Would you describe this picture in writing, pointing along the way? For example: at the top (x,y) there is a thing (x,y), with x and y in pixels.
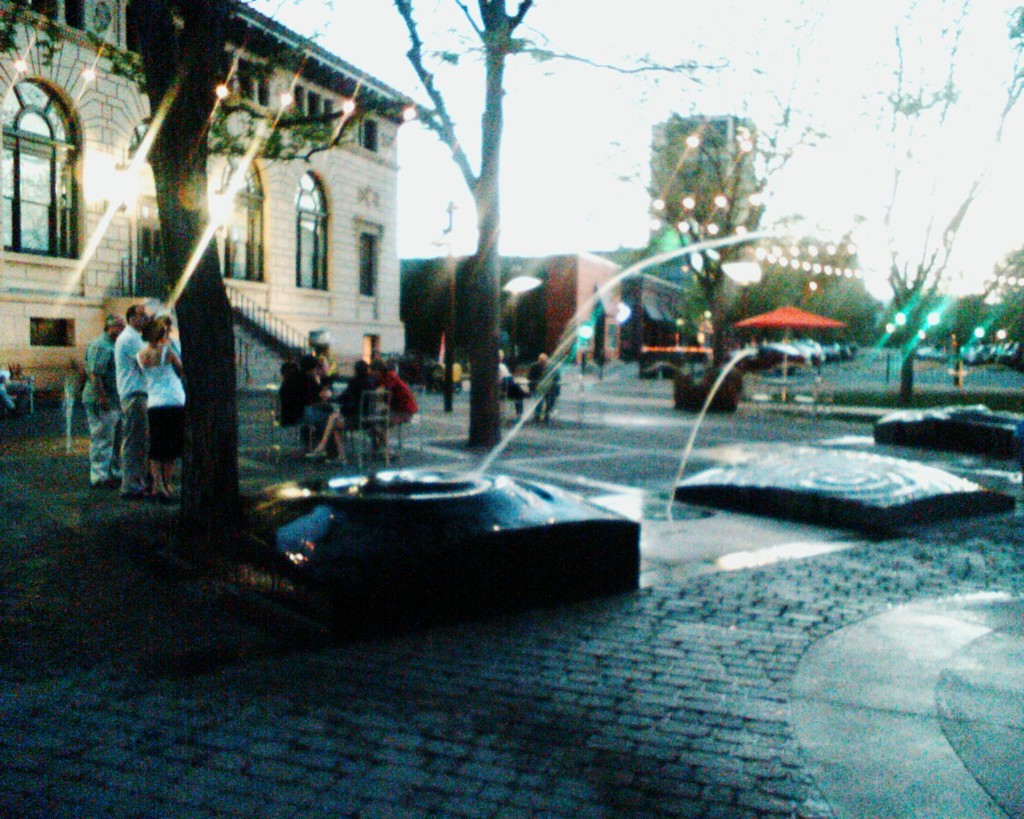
In the picture I can see few black color objects (535,495) and there are few trees (229,460) beside it and there are group of people (369,389) where few among them are sitting in chairs (279,402) and the remaining are standing and there is a building (76,101) in the left corner (100,137) and there are few other buildings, trees (784,296), vehicles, decorative lights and some other objects (805,315) in the background (735,265).
